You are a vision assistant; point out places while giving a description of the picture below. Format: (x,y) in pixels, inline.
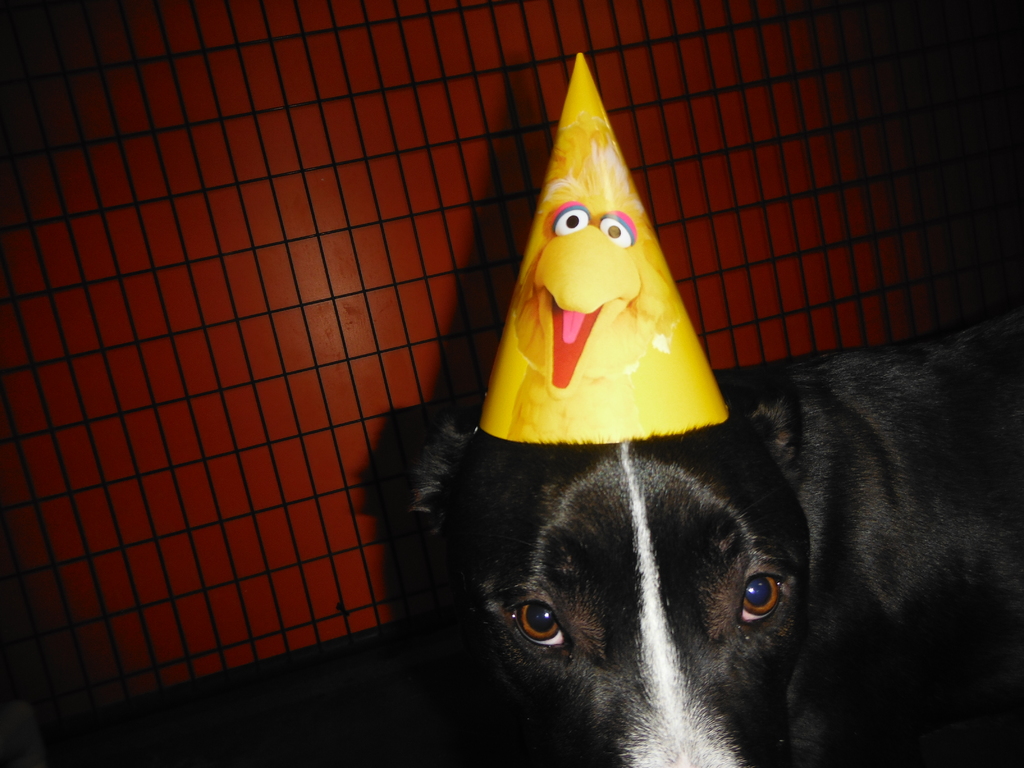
In this image we can see a dog (643,544) and a hat (590,417) on its head (645,562). On the backside (203,310) we can see the mesh (110,346).
